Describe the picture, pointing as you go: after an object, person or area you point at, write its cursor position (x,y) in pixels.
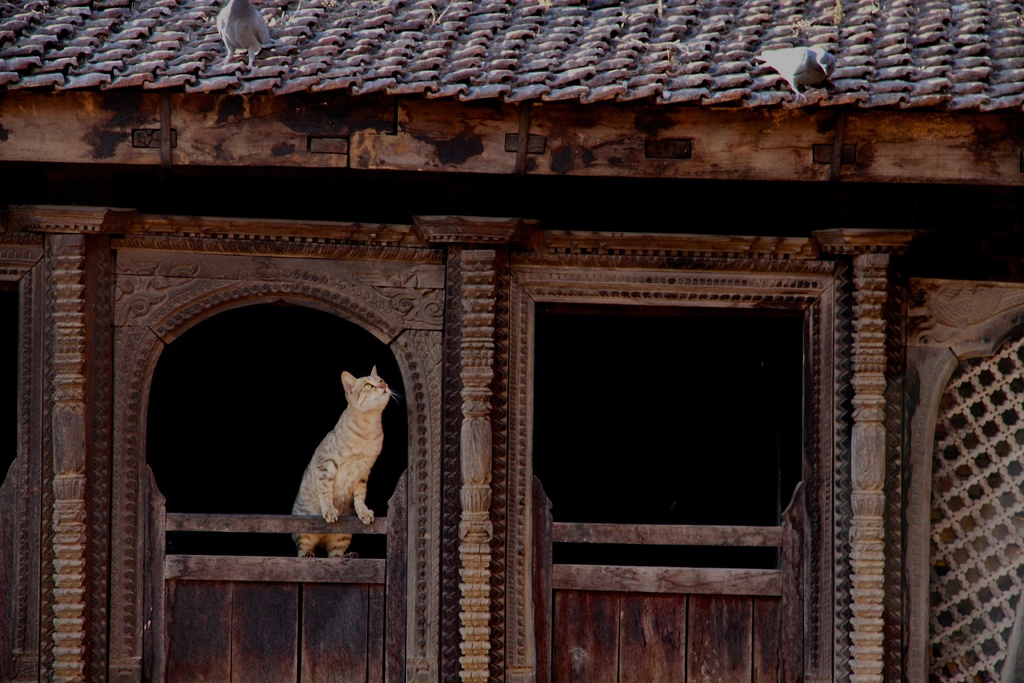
In this picture we can see a cat (325,479) standing on wall (316,568) and pigeons (769,58) on a rooftop (311,29).
